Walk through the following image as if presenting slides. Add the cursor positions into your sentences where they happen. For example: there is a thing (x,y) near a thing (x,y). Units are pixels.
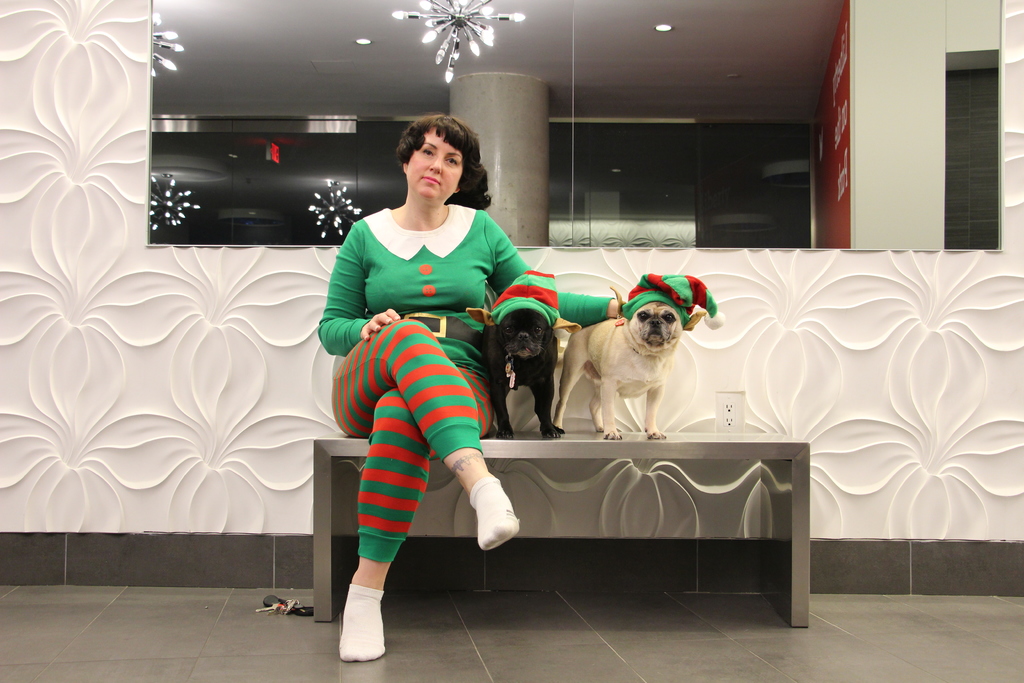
In this image we can see a woman (480,372) and two dogs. This is a mirror (700,128).
